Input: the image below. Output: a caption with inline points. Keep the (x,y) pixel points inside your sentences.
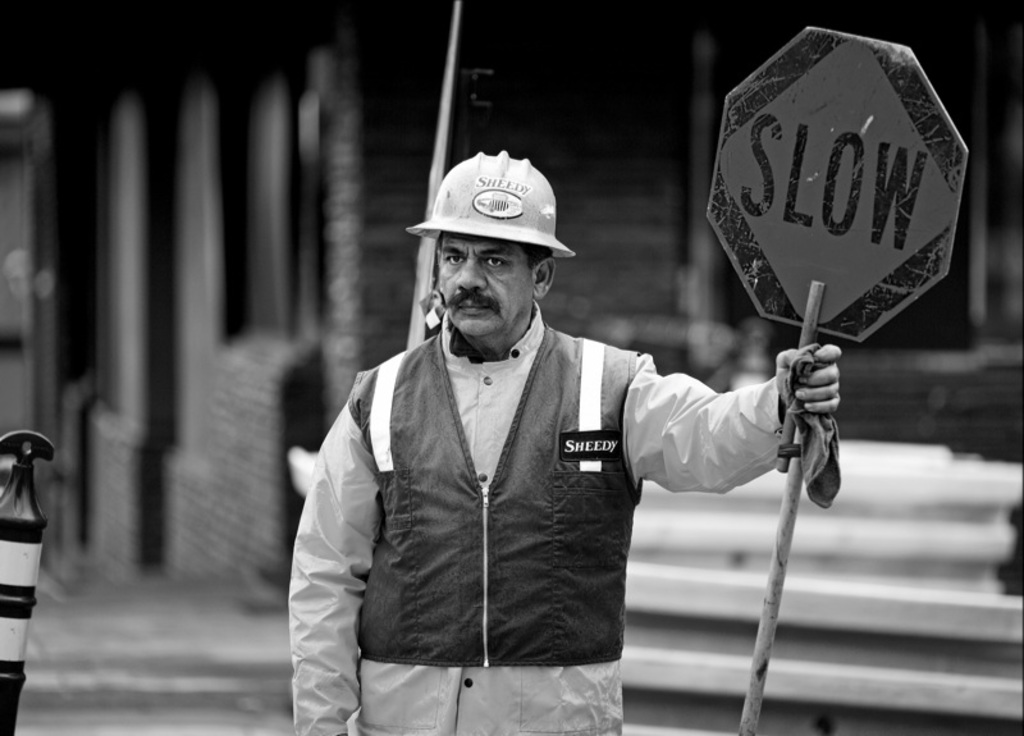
In the picture there is a man (481,350) standing and holding a pole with the board (791,98), behind the man (625,372) there may be a house (586,124) present.
